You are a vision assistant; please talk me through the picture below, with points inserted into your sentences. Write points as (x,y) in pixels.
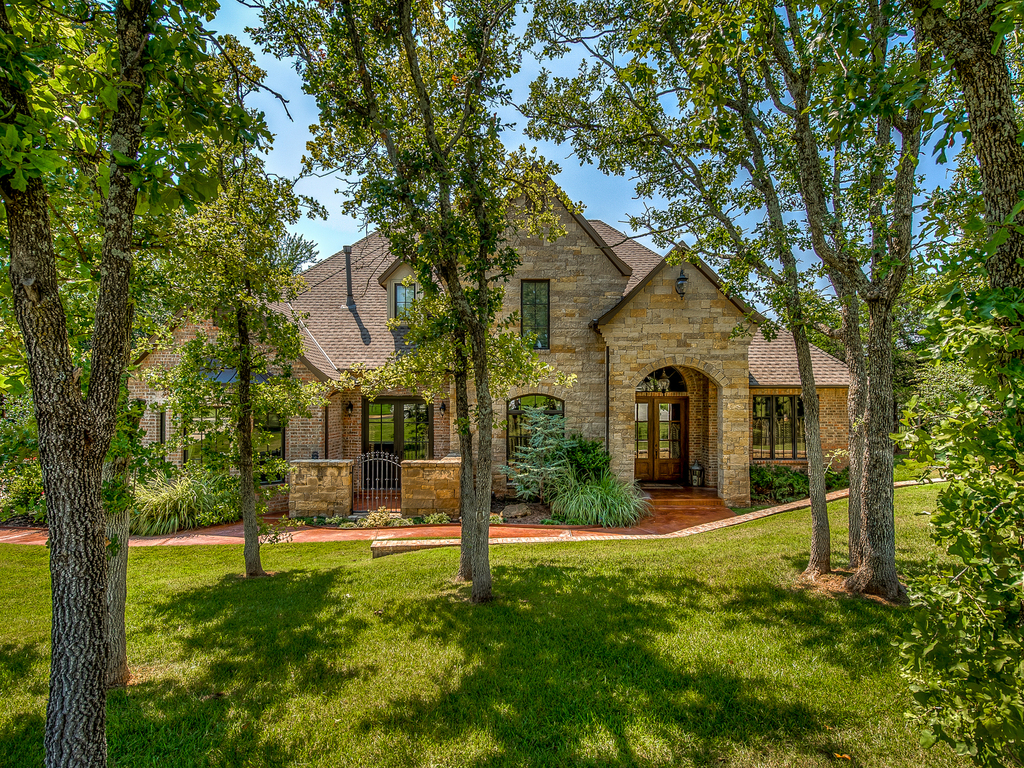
This picture is clicked outside. In the foreground (522,678) we can see the green grass (673,614) and the trees (270,323). In the center (405,415) there is a house (727,451) and we can see the door (661,420), windows (403,294), gate (394,456) of the house (628,317) and we can see the plants (541,503). In the background (508,87) there is a sky (522,52).
